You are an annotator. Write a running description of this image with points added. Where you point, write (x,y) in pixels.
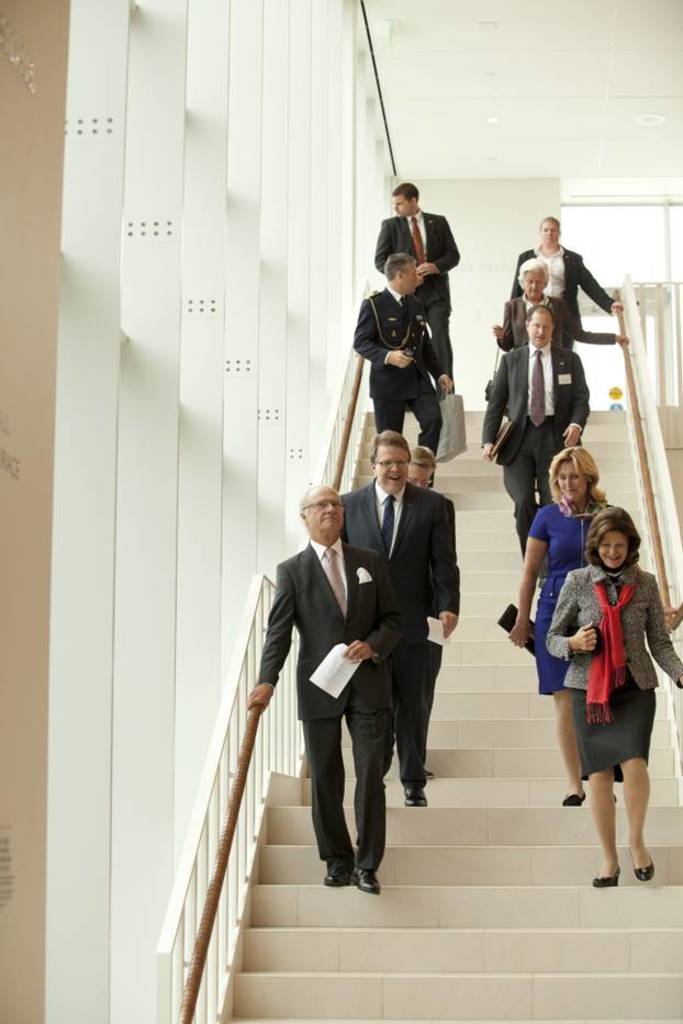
In this image, we can see persons (425,527) on stairs (412,890). These persons (436,432) are wearing clothes (585,508). There is a ceiling (533,135) in the top right of the image (584,28).
